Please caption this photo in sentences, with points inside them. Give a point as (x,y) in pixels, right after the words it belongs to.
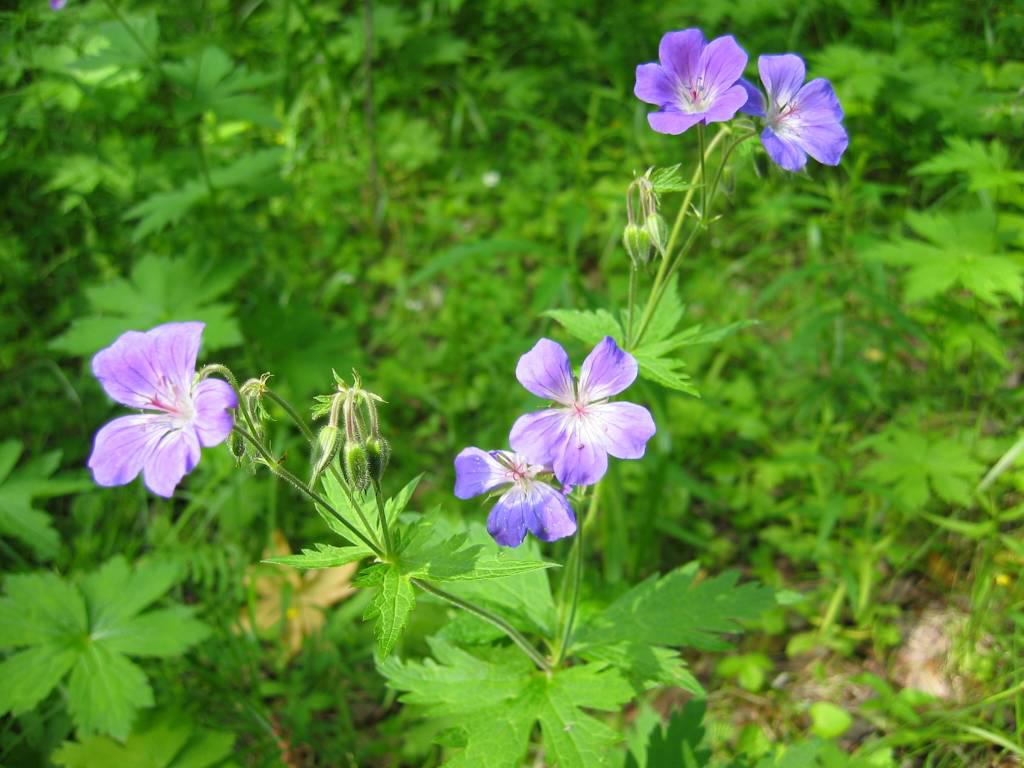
In this image in the middle (658,345), there are plants (355,394), flowers (527,485), leaves (421,516). In the background (598,306) there are plants (519,309), grass (499,304).
